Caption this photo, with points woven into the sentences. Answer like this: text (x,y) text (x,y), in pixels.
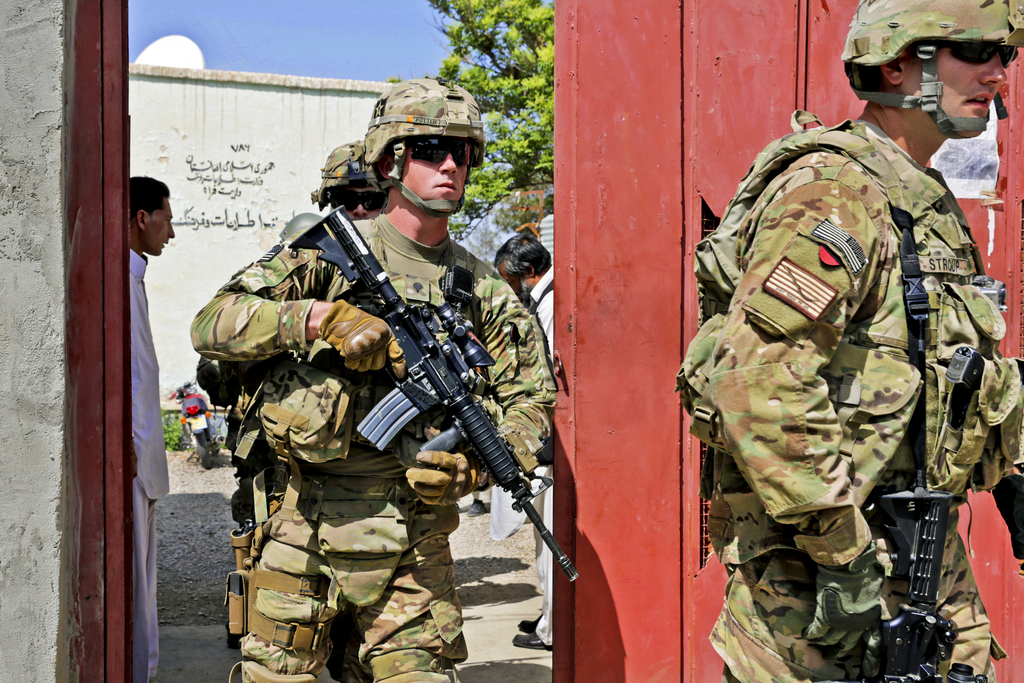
In this image we can see a soldiers (748,656) in the foreground (468,350) and holding guns (456,358) and wearing helmets (406,134) and background (344,59) is the sky (293,53).
